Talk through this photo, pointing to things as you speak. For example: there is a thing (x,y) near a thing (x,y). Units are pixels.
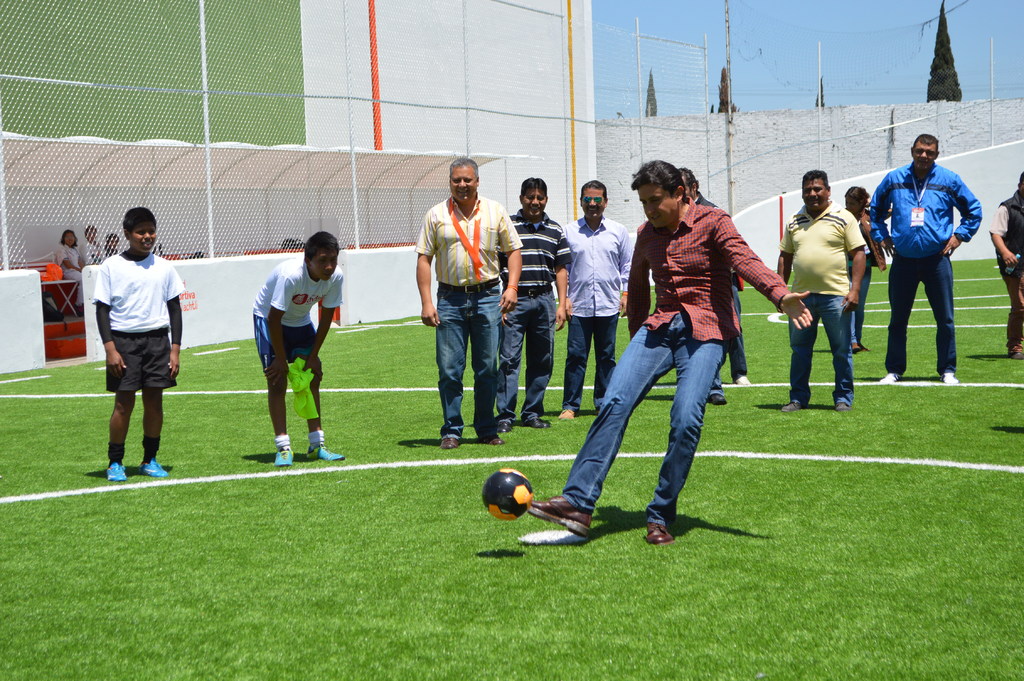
In this image there is a ground (522,612) with a greenery grass (867,541). This man (699,348) who is wearing a red shirt (703,264) is playing a football (502,484). And other peoples (502,225) are looking at him. On the top (795,73) there is a sky (699,28) and a tree (935,51). On the left side (150,57) there is a building (278,63). Under this shed (170,167) there are three person (72,244) who are sitting on a chair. On the table (59,279) there is a red bag (53,273).
